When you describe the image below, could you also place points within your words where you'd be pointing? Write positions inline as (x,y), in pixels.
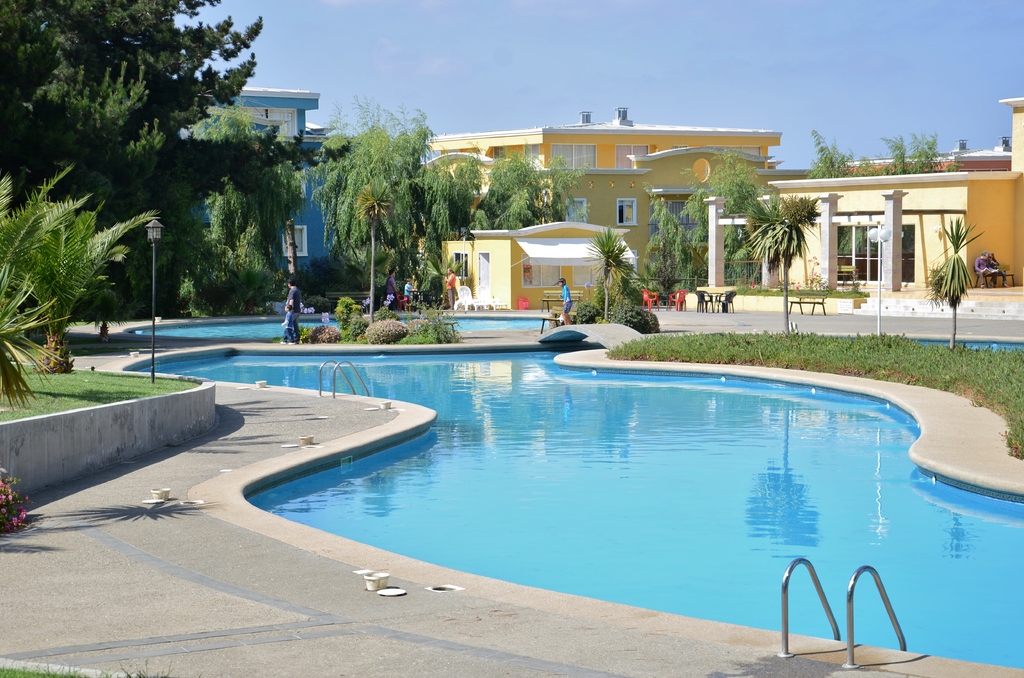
In the center of the image (503,434) we can see a swimming pool (689,578) and there are people (296,324). We can see benches (803,302), tables (720,296) and chairs (727,307). There are poles (879,315), trees (209,199), buildings (975,241) and sky (639,87).
